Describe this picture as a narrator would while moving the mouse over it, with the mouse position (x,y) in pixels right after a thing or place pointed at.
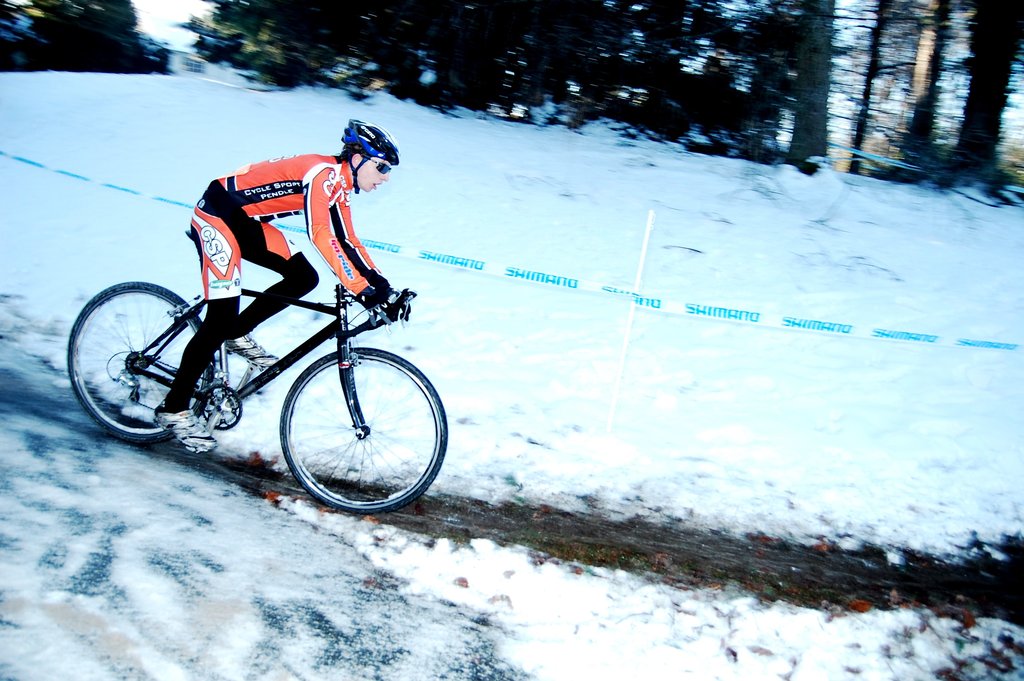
In this picture we can see a person (253,219) wearing a helmet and riding a bicycle (132,287) on the ground (409,477) with snow (480,304) and trees (142,56) on either side. The sky (169,21) is bright.
